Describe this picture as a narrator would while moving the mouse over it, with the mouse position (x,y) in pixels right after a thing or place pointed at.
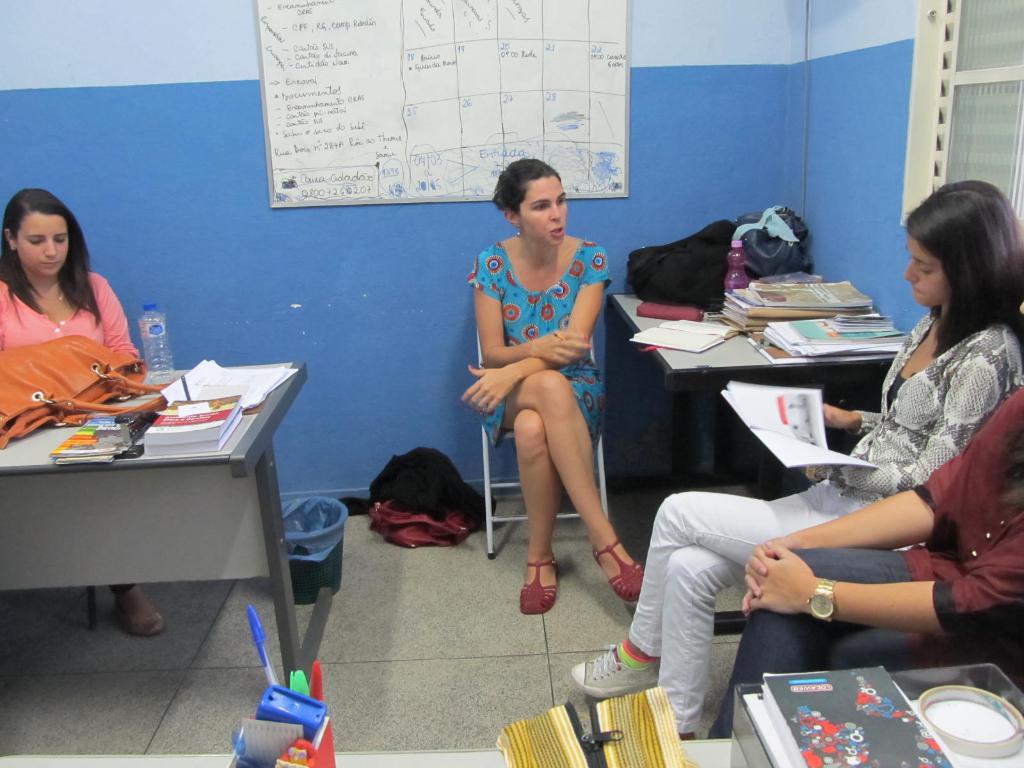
in a room (685,558) people (866,556) are sitting on the chairs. at the right (931,466) a person (928,457) at the back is reading a book (790,426). the person (488,288) at the center (530,375) is wearing a blue dress (526,339) and talking. a person (51,255) at the left (58,241) is sitting. in front of her there is a table (131,498) on which there is a bag (100,386), bottle (158,370), books (178,422) and paper (234,380). at the back (275,322) there is a blue wall (318,258) on which there is a white board (399,124). at the right corner (775,307) there is a table (736,357) on which there is a bottle (736,249), books (772,322) and papers (842,327).
